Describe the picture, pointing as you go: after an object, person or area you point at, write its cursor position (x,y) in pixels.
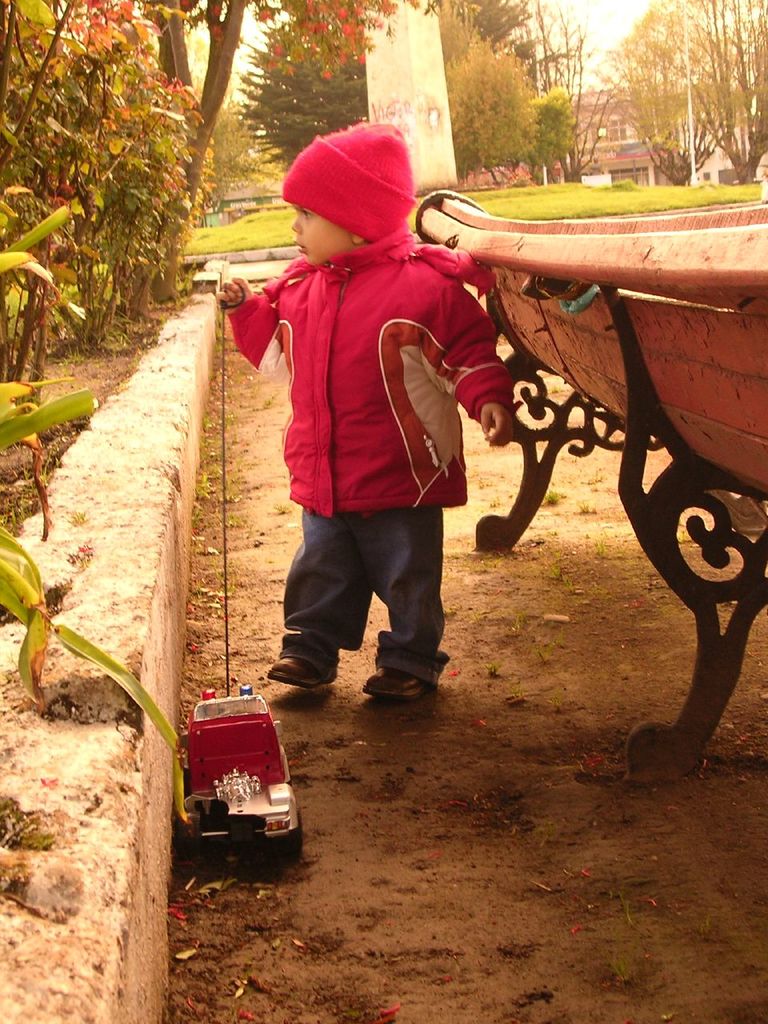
In this picture there is a person (346,307) standing and holding the toy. On the right side of the image (742,601) there is a bench (754,594). On the left side of the image (14,353) there are plants (64,289). At the back (679,32) there are buildings (258,195) and trees (759,119) and poles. At the top (601,15) there is sky (591,10). At the bottom (275,986) there is a road (215,877) and there is grass (289,235) and ground (430,761). At back (388,72) there is graffiti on the pillar (435,132).
